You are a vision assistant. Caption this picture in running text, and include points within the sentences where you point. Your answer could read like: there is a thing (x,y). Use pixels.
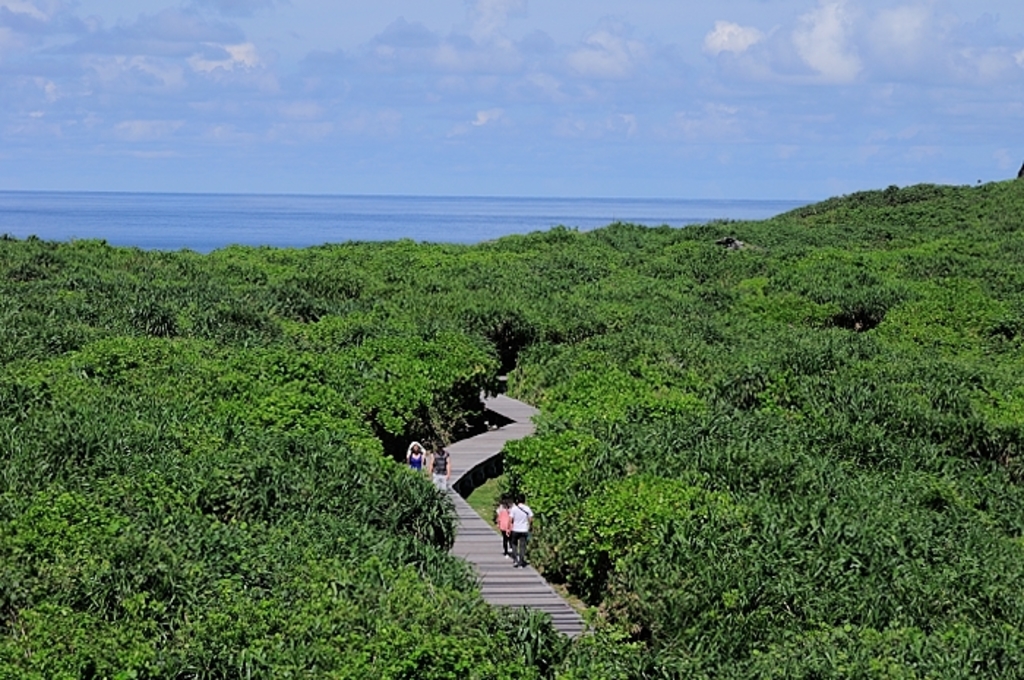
In the center of the image (511,426) there is a walkway (451,453) and we can see people (413,462). There are trees (869,474). In the background (230,194) there is water (248,232) and sky (369,185).
